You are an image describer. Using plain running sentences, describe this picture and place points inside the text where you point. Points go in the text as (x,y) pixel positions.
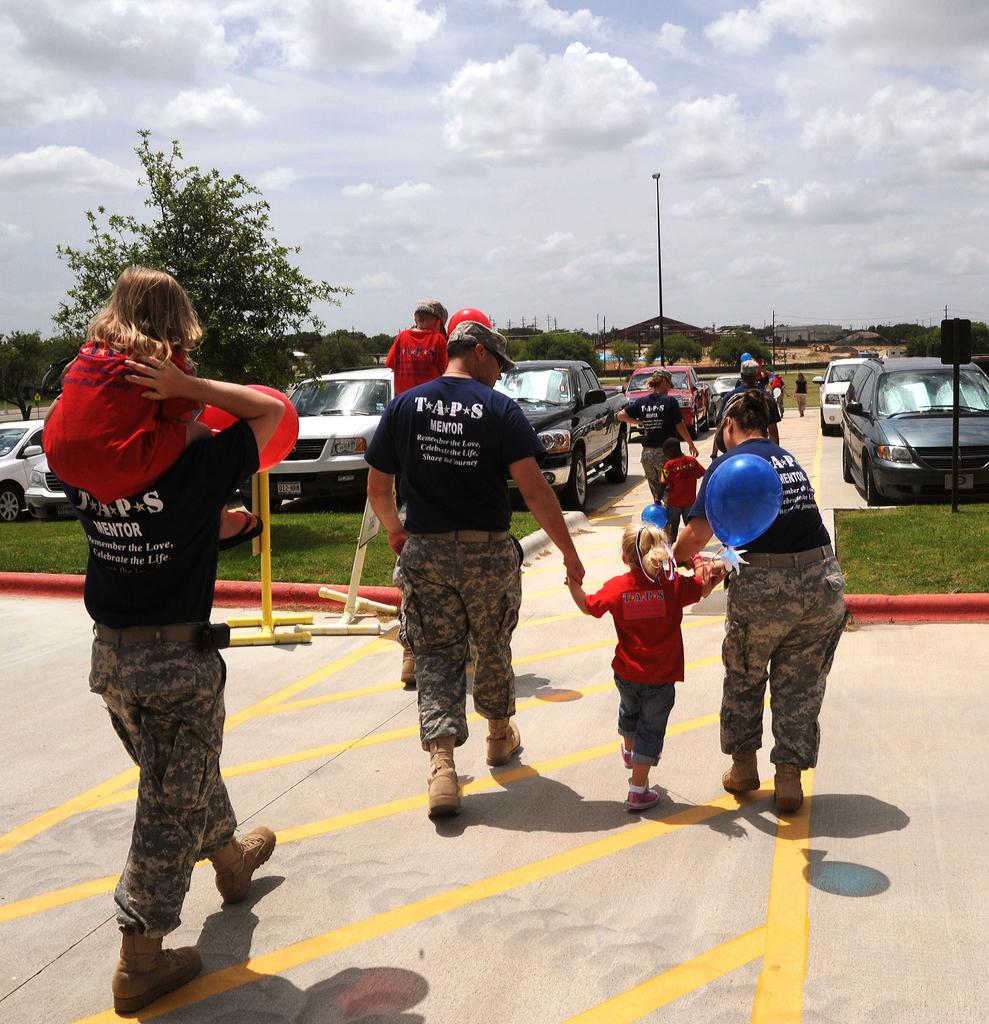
In this image we can see few people (517,450) walking. Some are wearing caps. And some are holding balloons (652,510). On the ground (357,532) there is grass (326,541). In the back (524,409) there are vehicles (377,385). Also there are trees (306,348). In the background (711,205) there is sky (587,178) with clouds (700,194).
